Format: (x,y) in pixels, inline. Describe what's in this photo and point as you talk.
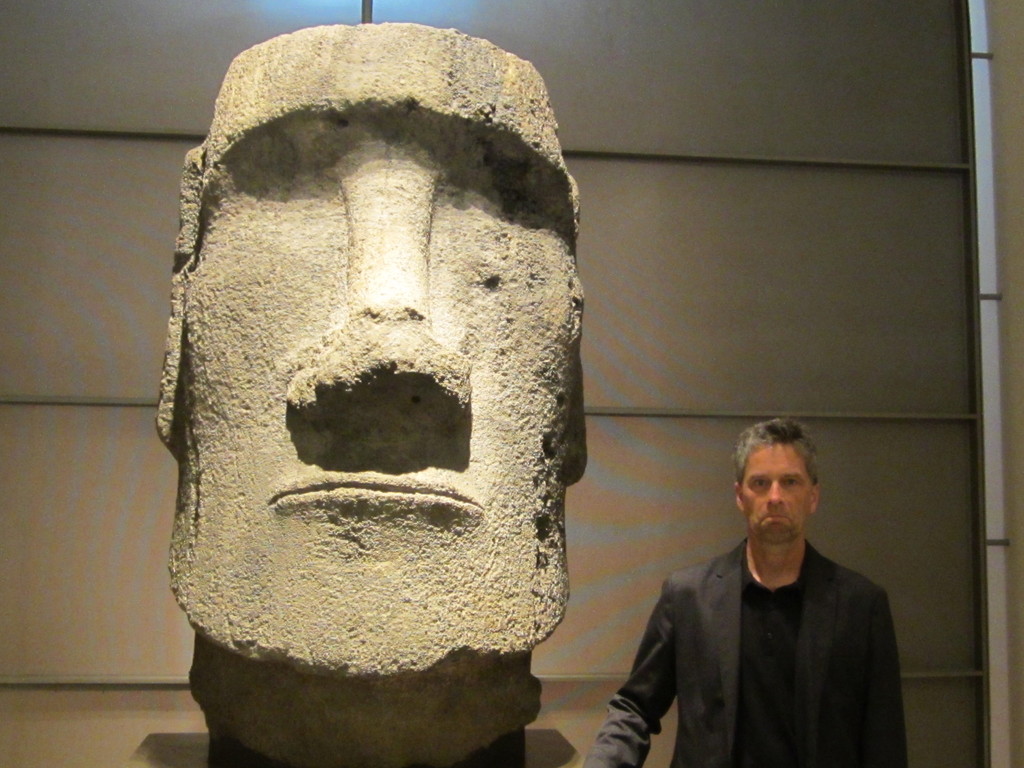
In the center of the image (470,432), there is a sculpture (404,336) and on the bottom right (763,629), there is a man (783,630) standing.
